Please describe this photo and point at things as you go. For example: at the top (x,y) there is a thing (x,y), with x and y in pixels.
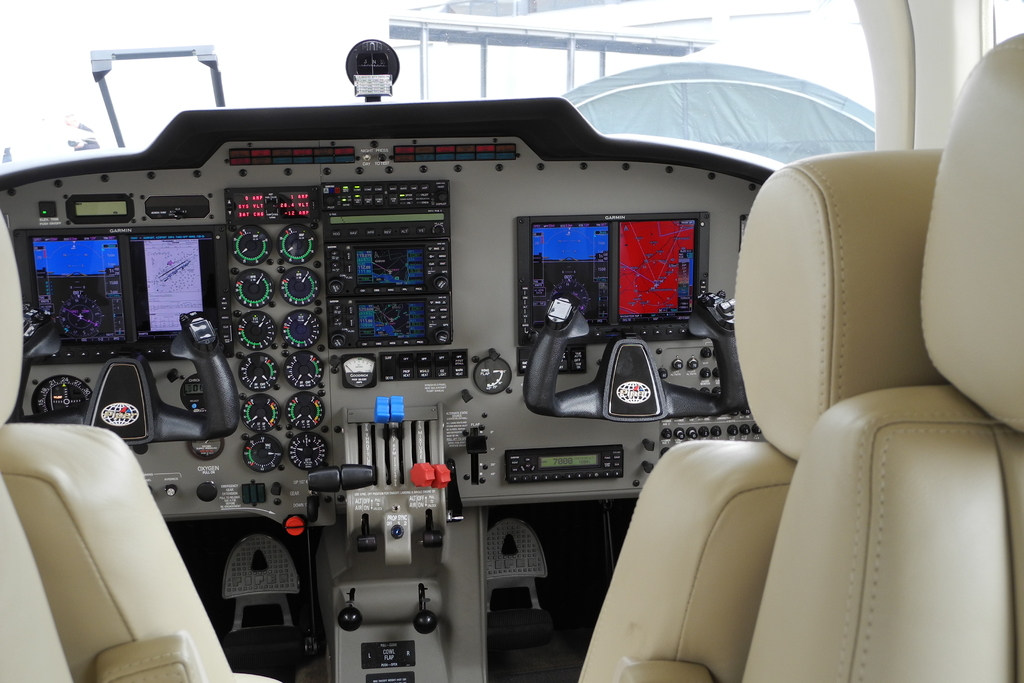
In this image we can see the interior view of a plane (168,502), there is a building (481,74) and a tent (626,104).
